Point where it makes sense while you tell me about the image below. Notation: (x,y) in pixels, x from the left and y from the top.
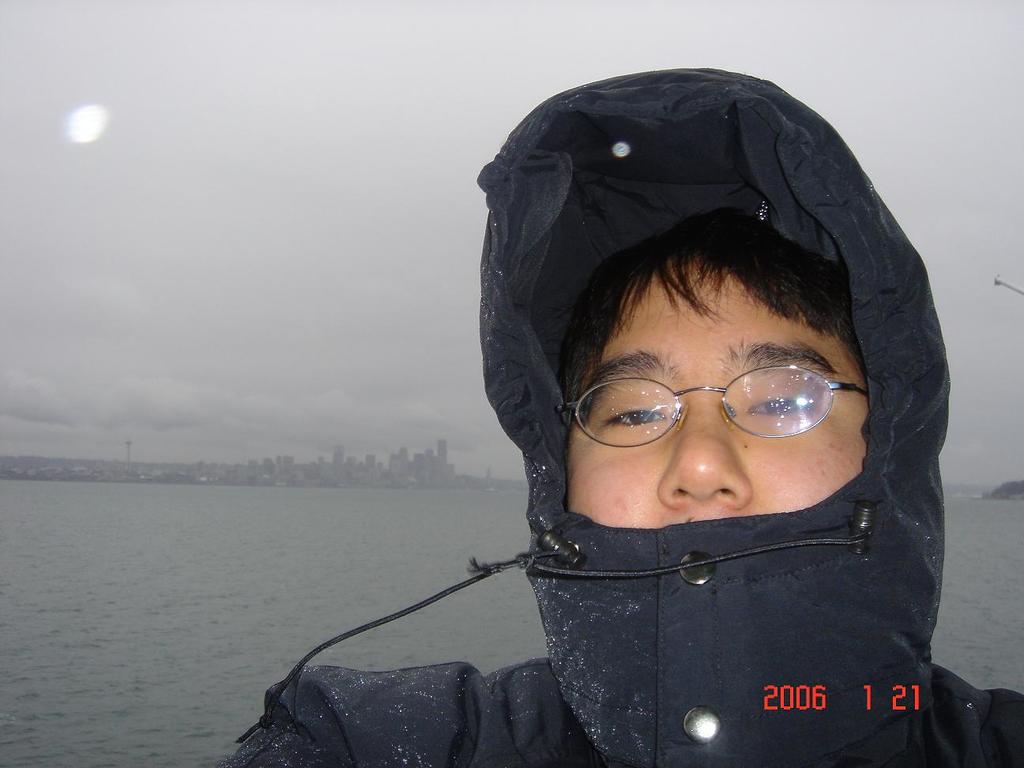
In this image I can see a person (690,479) wearing black color dress (685,537). Back I can see few buildings (351,479) and water (270,521). The sky (348,220) is cloudy.
